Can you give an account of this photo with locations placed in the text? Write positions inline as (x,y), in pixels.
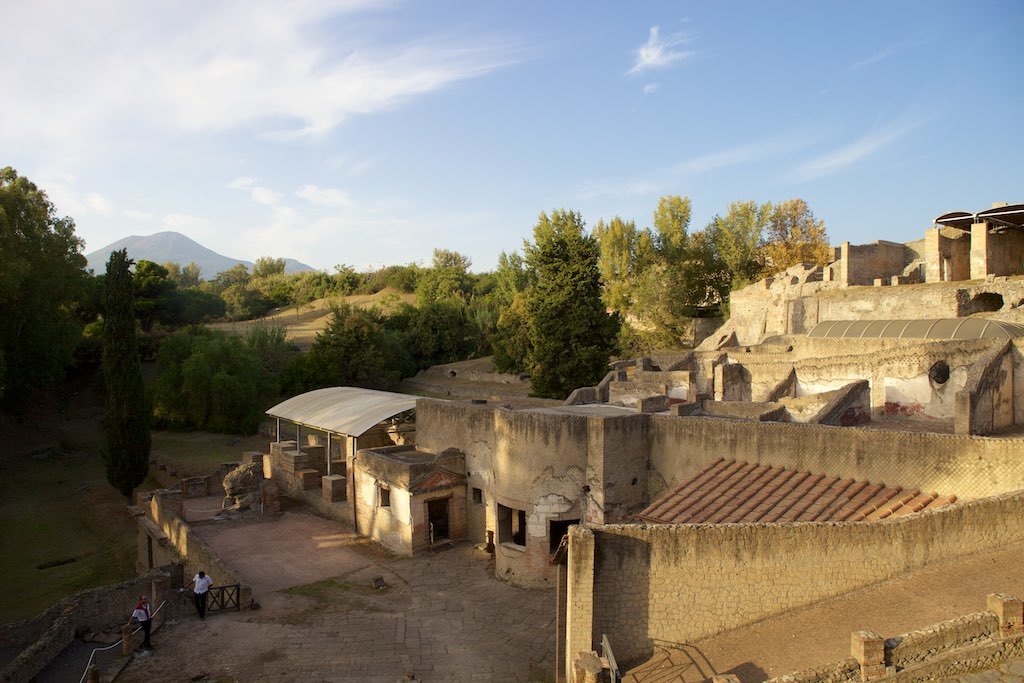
This is an outside view. On the right side (764,476) there are few buildings (689,394). On the left side (144,613) there are two persons (199,588) standing on the ground (200,641) and there is a railing (216,597). In the background (491,343) there are many trees (194,307) and hills (181,249). At the top of the image (628,122) I can see the sky (169,82) and clouds (130,91).
